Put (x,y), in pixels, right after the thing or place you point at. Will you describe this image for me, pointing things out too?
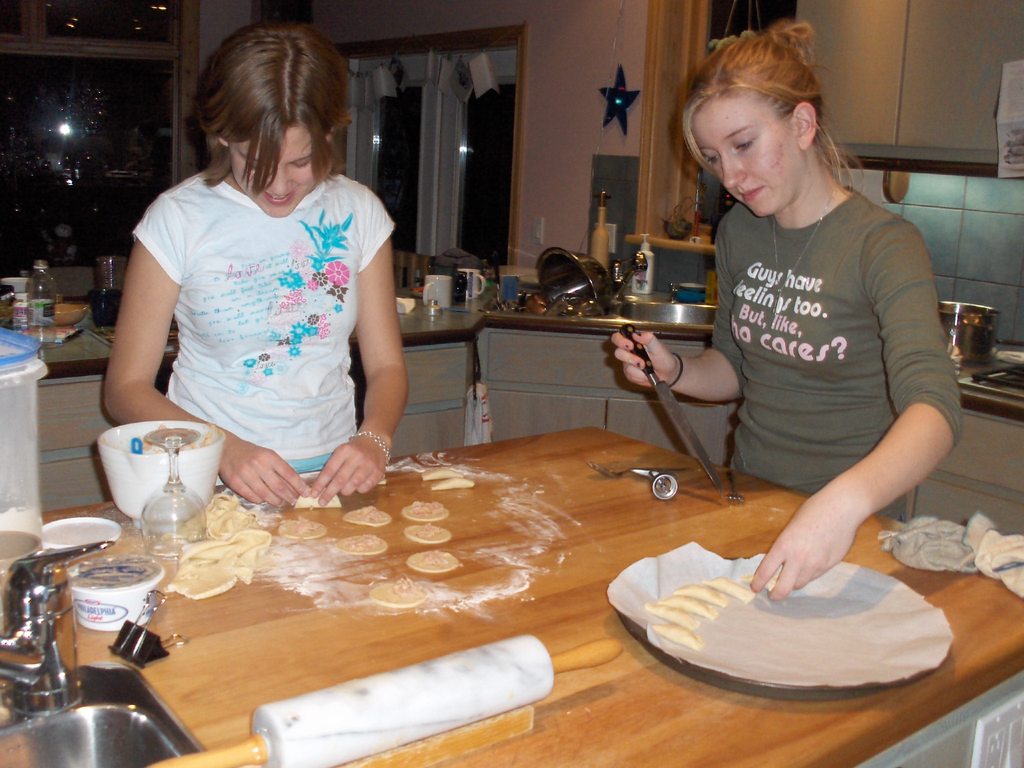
In this image, there are a few people (673,369) holding some objects (654,381). We can see a table (312,659) with some food items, a sink (132,691), a glass (177,448) and some objects (623,342). We can also see the kitchen platform (516,319) with some objects (581,312) like utensils (577,273), bottles (638,282), glasses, mugs (473,282). We can see the wall (545,112) with some objects (397,77). We can see some glass windows (434,119) and a poster (1006,143) on the right (1023,71).
